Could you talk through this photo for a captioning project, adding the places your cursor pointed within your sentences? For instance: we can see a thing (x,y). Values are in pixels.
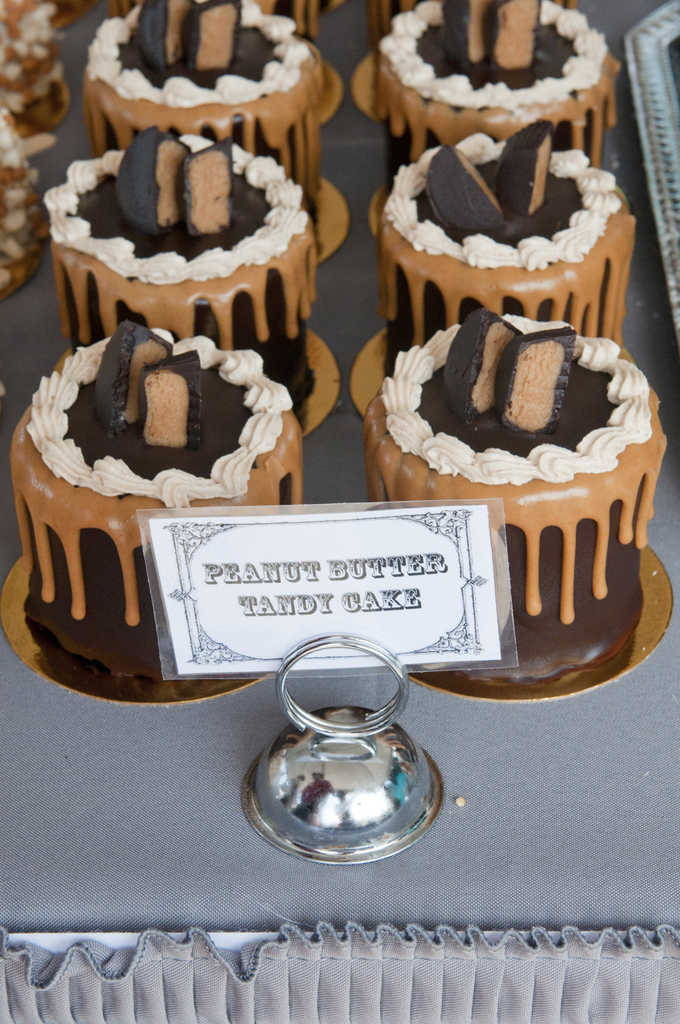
In this image we can see cakes (166,371) placed in a row and a information board (356,570).
